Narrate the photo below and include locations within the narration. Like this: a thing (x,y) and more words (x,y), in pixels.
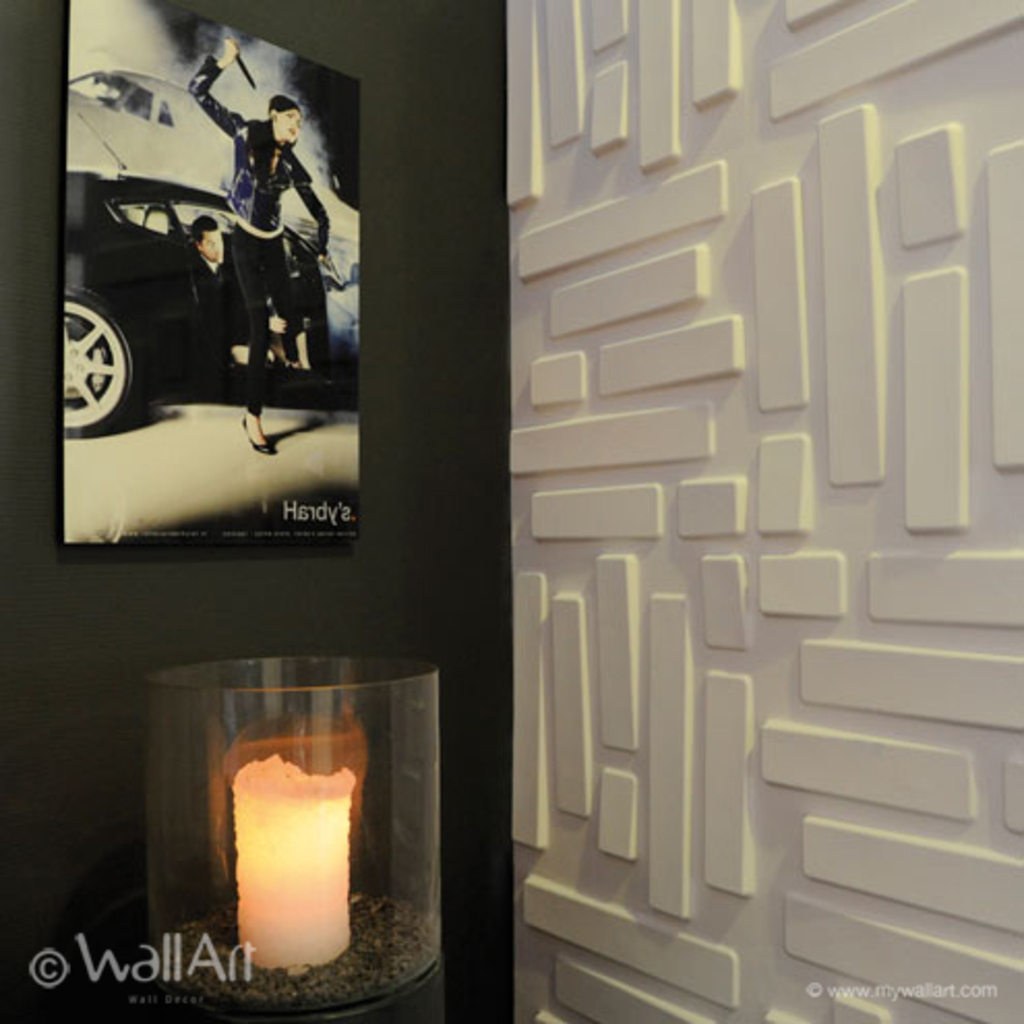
In this image there is an object (277,1020), frame (356,475) attached to the wall (424,105), design (596,440) on the wall (960,87), and there are watermarks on the image.
